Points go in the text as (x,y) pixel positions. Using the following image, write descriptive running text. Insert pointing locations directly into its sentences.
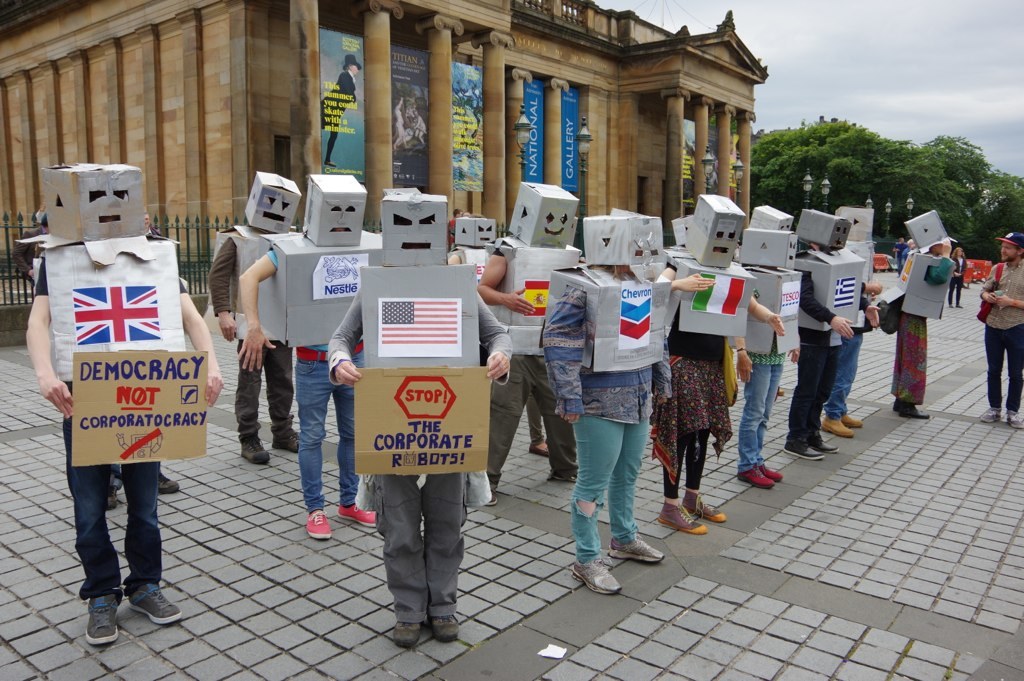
In the image there are many people (552,320) standing with costumes (372,281). And there are two persons (103,224) holding a board (428,398) with some text (130,373) on it. Behind them there is fencing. And also there is a building (635,59) with walls (680,66), pillars (380,89), banners (329,96) with images (453,100) and text (570,125). And also there are trees (917,186) and poles (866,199) with lamps (867,201). At the top of the image (866,54) there is sky (886,98).
